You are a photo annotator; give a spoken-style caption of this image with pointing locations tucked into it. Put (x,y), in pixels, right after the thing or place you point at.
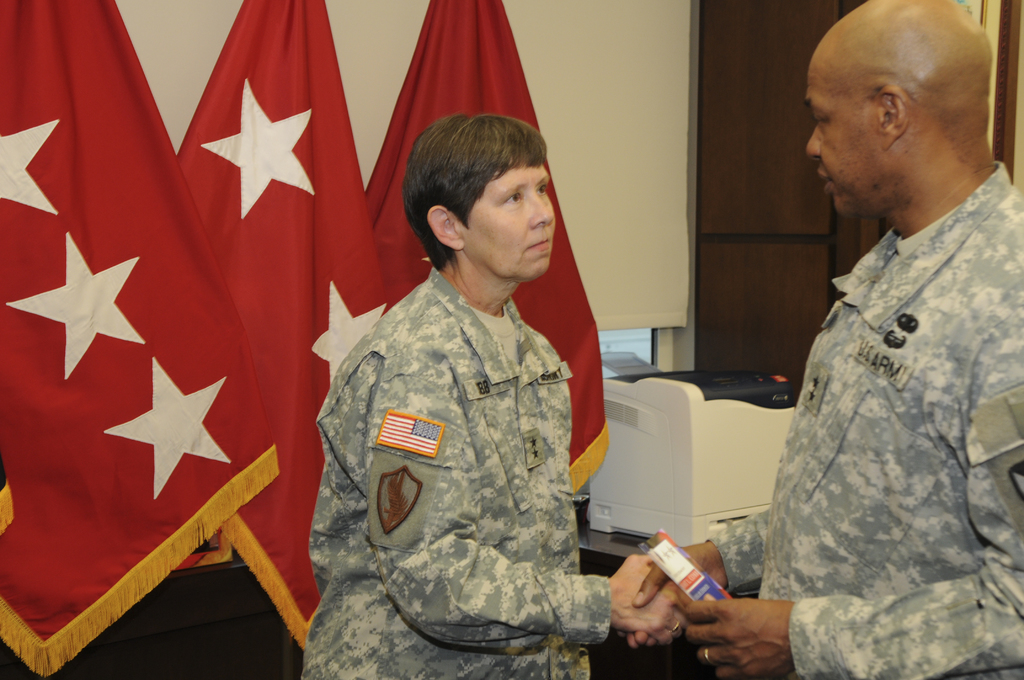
There are two people (696,621) standing and shaking hands (638,570) each other and this man (809,560) holding an object (666,534). In the background (328,169) we can see flags (171,234), wall (607,207) and printer (636,528) on the surface (601,551).
